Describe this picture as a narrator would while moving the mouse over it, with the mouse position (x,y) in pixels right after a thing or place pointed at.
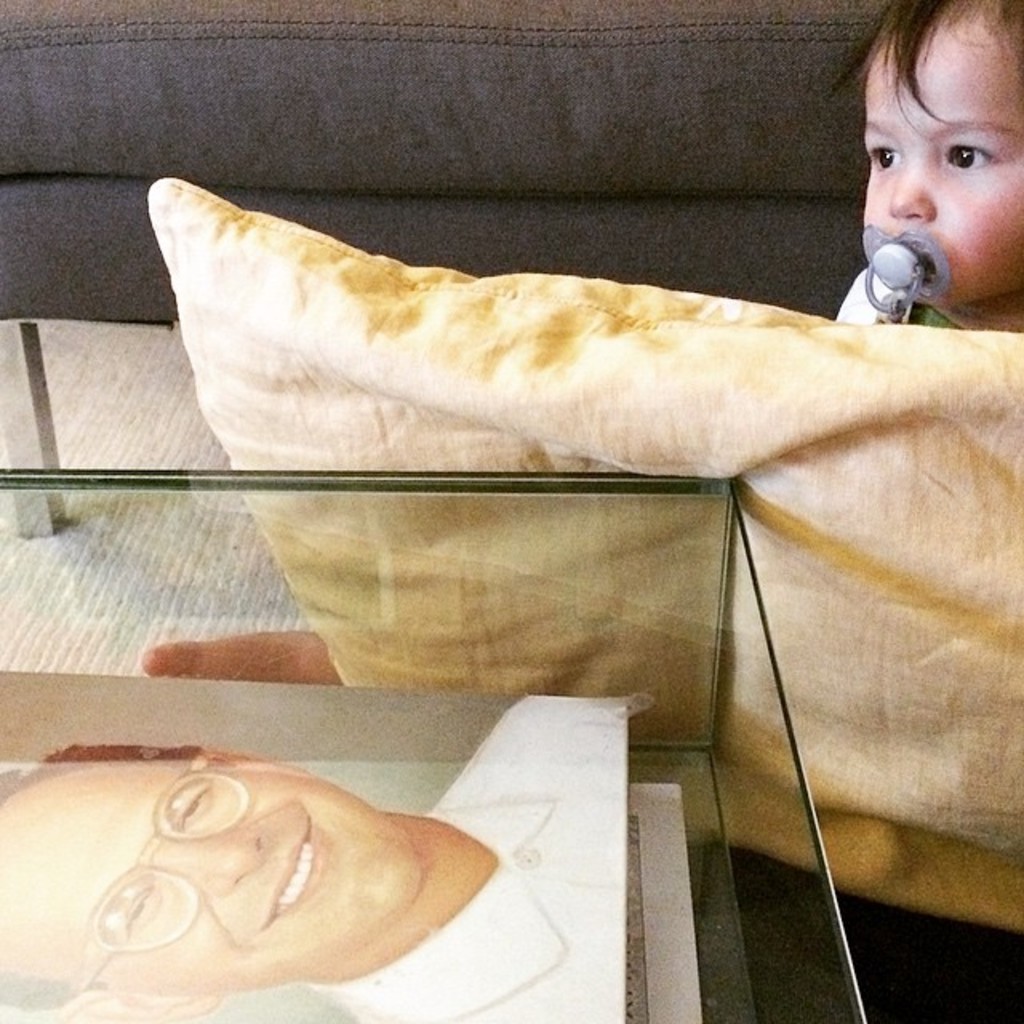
In this picture we can see a child (926,205) sitting on the floor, in front we can see a glass table (592,522), between we can see the pillow (813,407).
